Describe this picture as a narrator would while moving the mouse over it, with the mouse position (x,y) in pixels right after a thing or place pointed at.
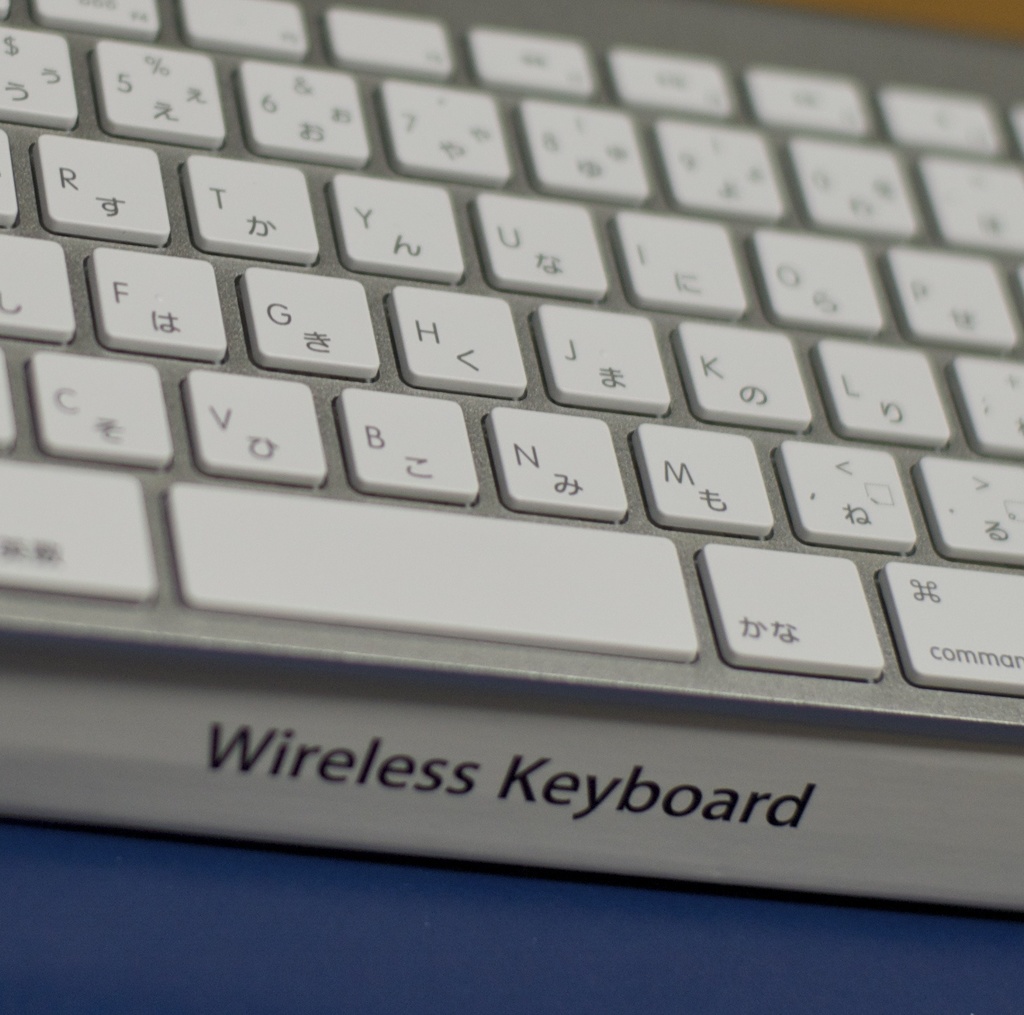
The picture consists of a keyboard (771,201), on the keyboard (434,726) 'wireless keyboard' is written. The keyboard (468,651) is in silver color. At the bottom (277,955) there is a blue color table (387,949).
